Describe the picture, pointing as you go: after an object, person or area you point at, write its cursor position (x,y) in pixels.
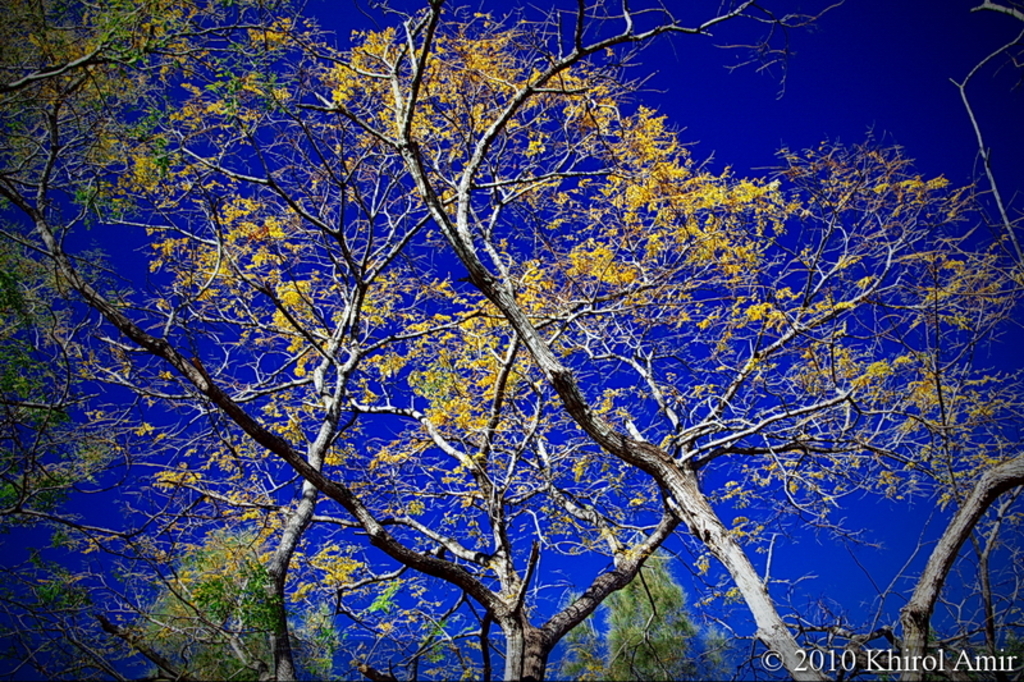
In this image there are trees (363,496) and on the trees (557,382) there are flowers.
